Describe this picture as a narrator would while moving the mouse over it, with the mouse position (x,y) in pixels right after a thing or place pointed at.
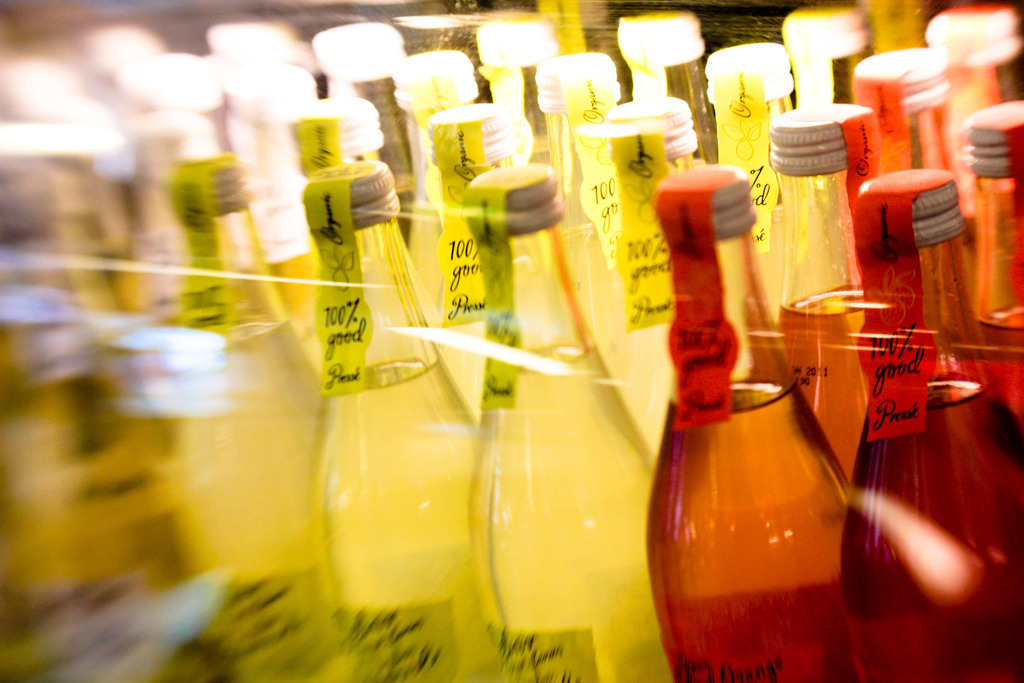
In this picture we can see yellow color and red color bottles (645,260) with sticker (446,316) to it and drink (486,467) in it and it is blurry.
